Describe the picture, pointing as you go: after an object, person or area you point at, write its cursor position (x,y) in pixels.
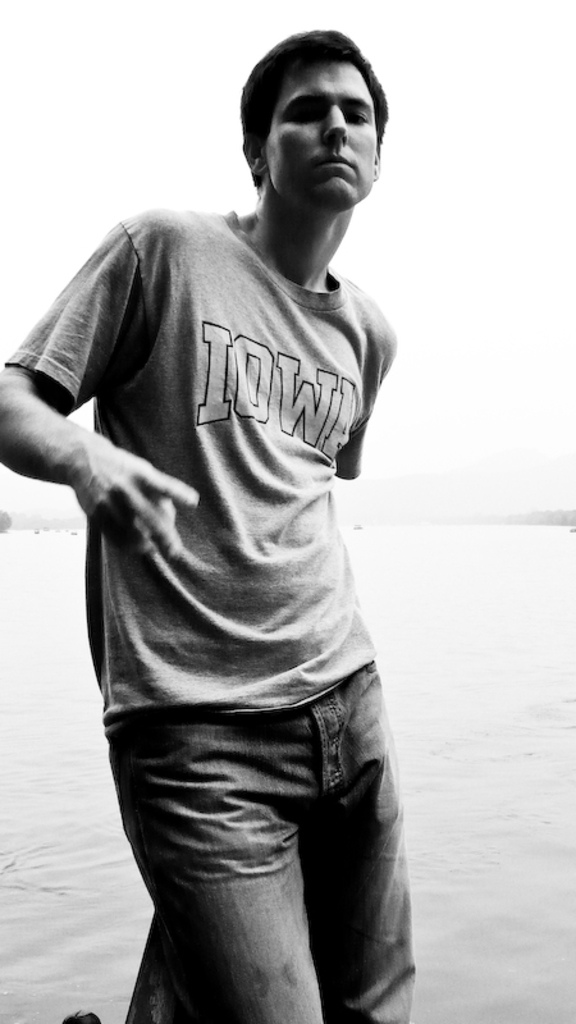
In this image we can see there is a person (258,461) standing and at the back (112,799) there is a water (441,618) and the sky (408,53).
